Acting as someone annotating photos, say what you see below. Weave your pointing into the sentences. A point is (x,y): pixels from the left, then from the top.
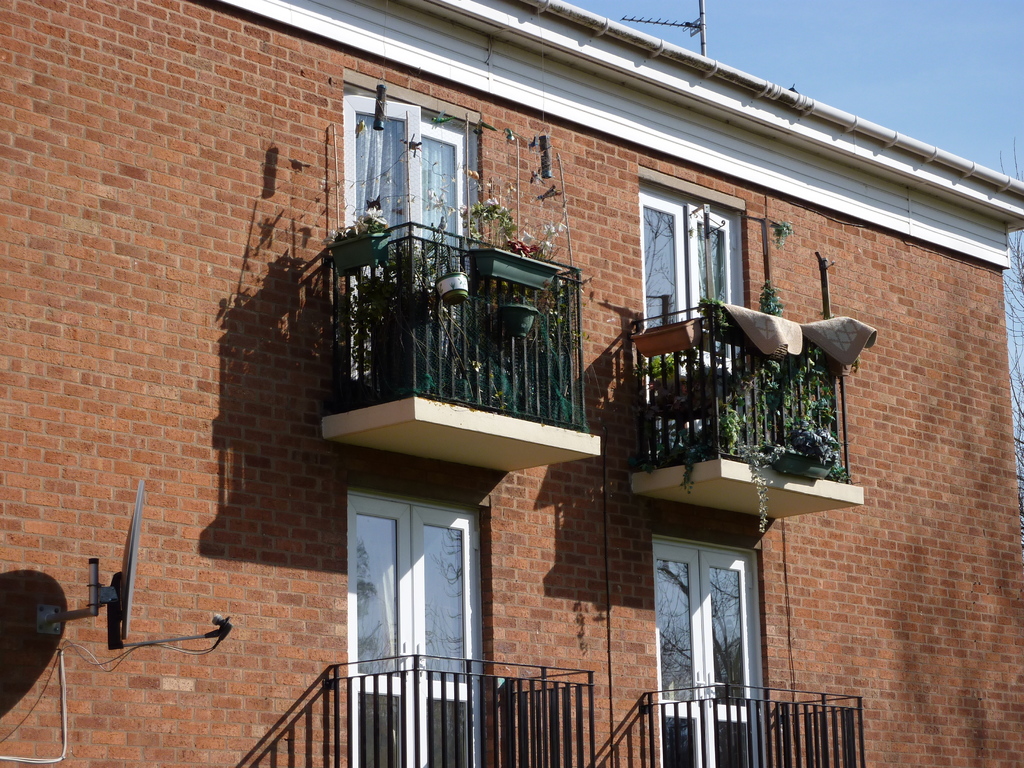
In this picture, we see a building (106,204) in brown color and it is made up of brown colored bricks (107,457). Here, we see the iron railings (466,408), plants (685,463), mats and flower pots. We even see the windows (425,207). On the left side (141,506), we see the dish TV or the antenna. At the bottom (363,709), it might be a stair railing (349,701). At the top (824,41), we see the sky (799,49) and the antenna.
